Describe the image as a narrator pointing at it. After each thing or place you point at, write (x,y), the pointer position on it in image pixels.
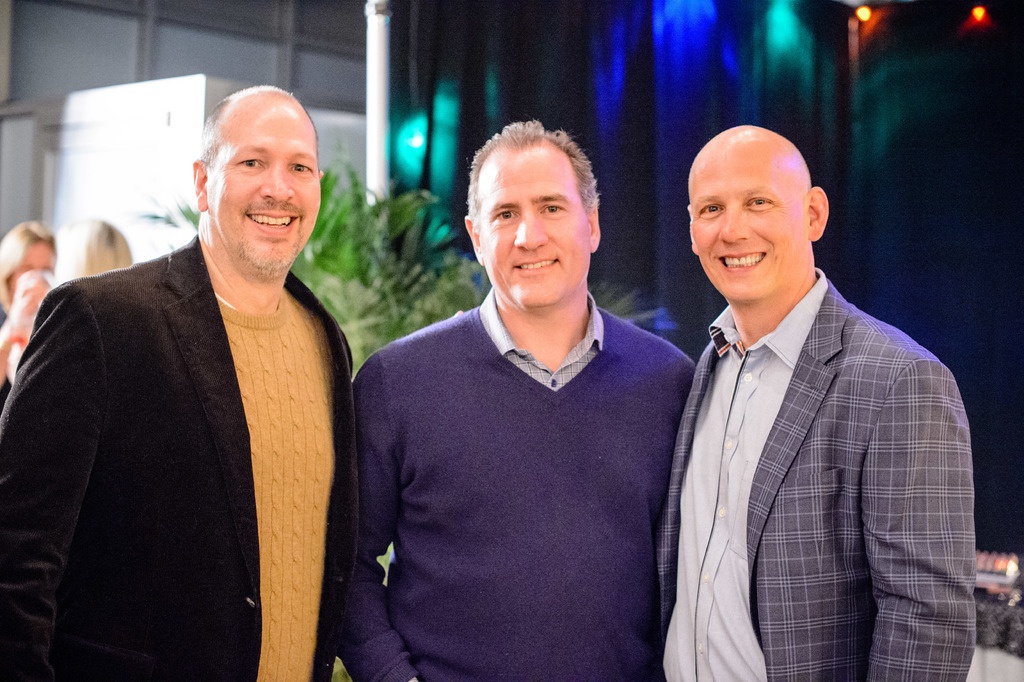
In this picture, we can see a few people (576,169) and in the background (683,100), we can see curtain (479,68) with some lights (662,38), poles (384,97), plants (364,186) and some objects (140,130) in the top left corner (155,143).
